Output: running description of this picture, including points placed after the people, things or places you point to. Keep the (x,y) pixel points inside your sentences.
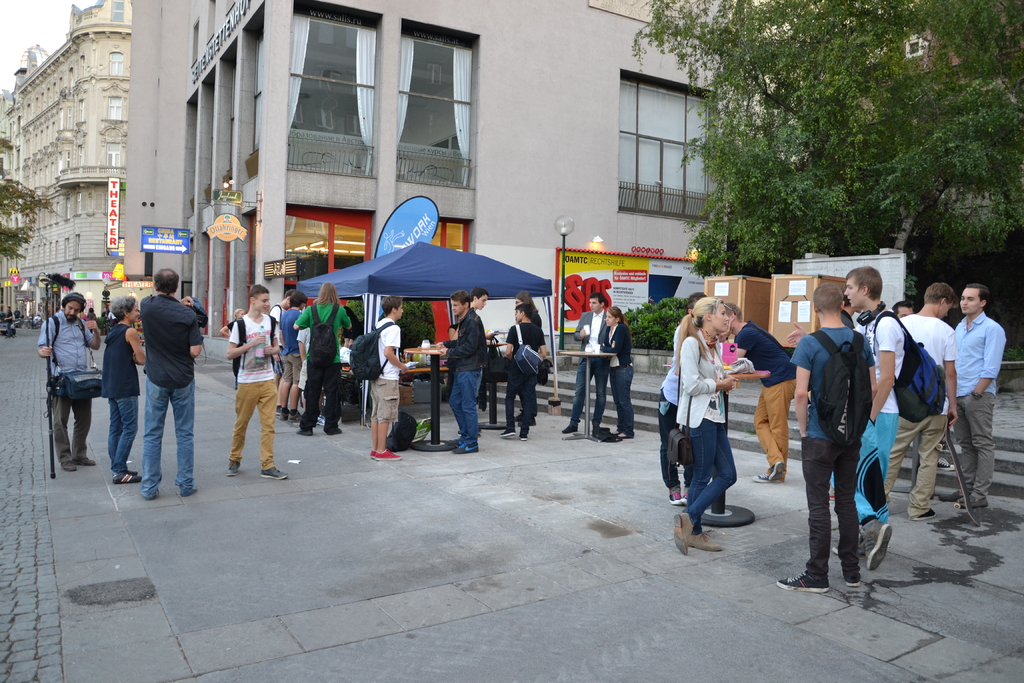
In this picture, I can see buildings (151,38), trees (981,19) and few boards (143,245) with some text (428,229) and I can see few people (826,447) standing and a human (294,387) walking. I can see a tent (421,247), few tables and couple of wooden boxes (743,284) on the right side (773,280) and couple of curtains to the glass window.
